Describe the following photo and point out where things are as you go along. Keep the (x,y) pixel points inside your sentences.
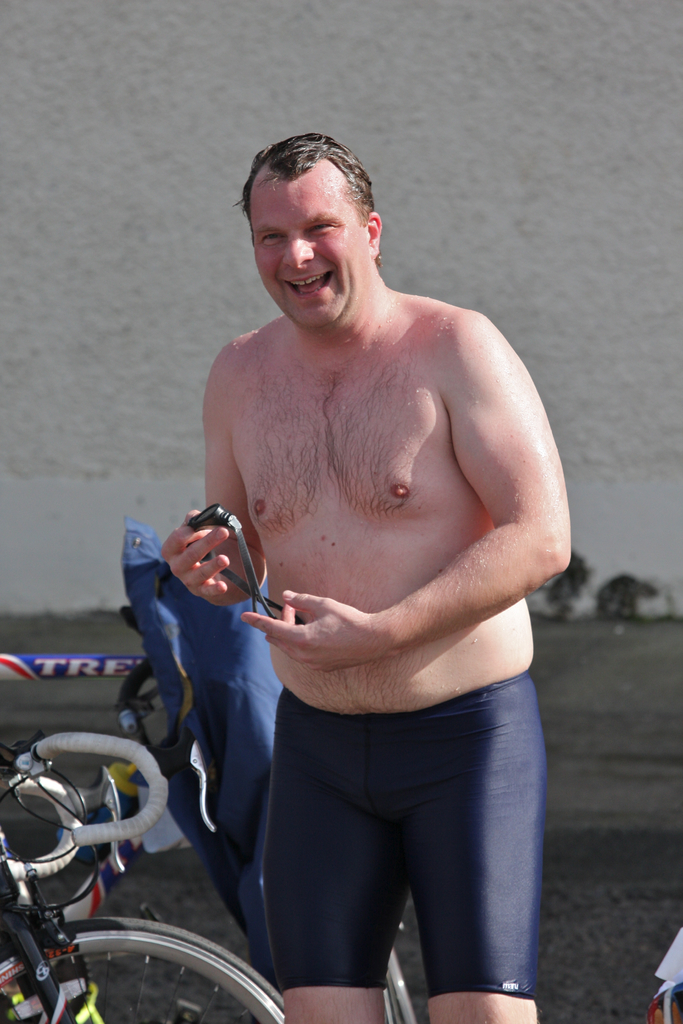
In the picture I can see a man (365,684) is standing and holding something in the hand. In the background (218,831) I can see some other things (218,831).
